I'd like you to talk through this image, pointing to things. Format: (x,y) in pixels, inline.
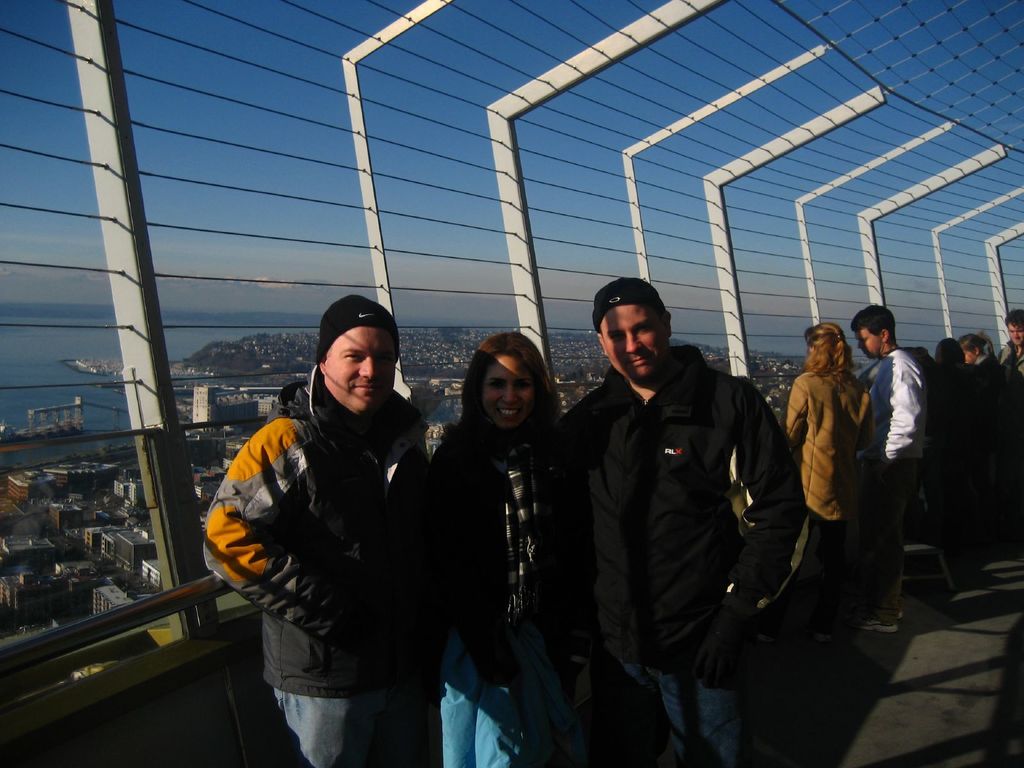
This image is taken outdoors. At the bottom of the image (845,680) there is an observation deck (222,673) with a railing (871,261) and a net (865,86). In the middle of the image (552,444) two men (578,436) and a woman (520,525) are standing on the observation deck (856,703). On the right side of the image (815,437) a few people (869,400) are standing on the observation deck (962,592). At the top of the image (205,104) there is a sky (240,265). In the background (59,472) there is a sea (95,354) and there are many buildings (107,554) and houses (23,479) on the ground (112,568).
